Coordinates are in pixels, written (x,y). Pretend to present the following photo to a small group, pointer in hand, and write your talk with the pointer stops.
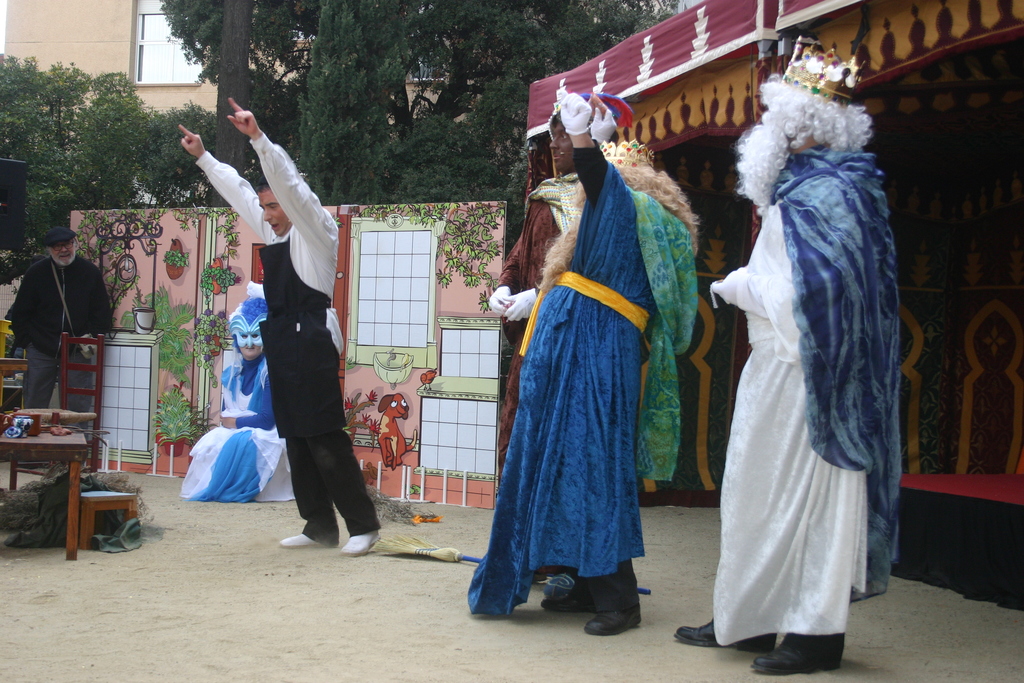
In this image there are five persons (498,548) in the fancy dresses (572,495), and there is a tent (883,51), animated board (180,301), table (51,453), chair (81,428), trees (248,17), building (8,0).
